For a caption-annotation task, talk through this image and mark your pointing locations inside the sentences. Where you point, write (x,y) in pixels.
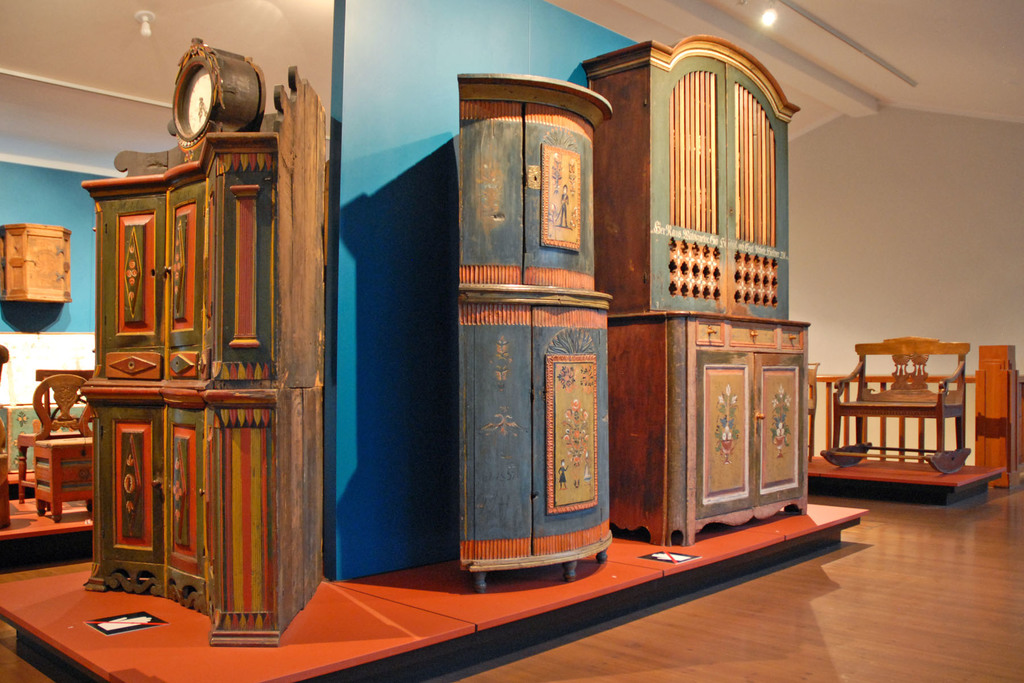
In the picture we can see some cupboards (168,574) are placed which are designed on the floor (937,613) and to the floor (681,610) there is a wooden mat (902,598) and into the wall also we can see a cupboard (21,231) and to the ceiling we can see a light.
